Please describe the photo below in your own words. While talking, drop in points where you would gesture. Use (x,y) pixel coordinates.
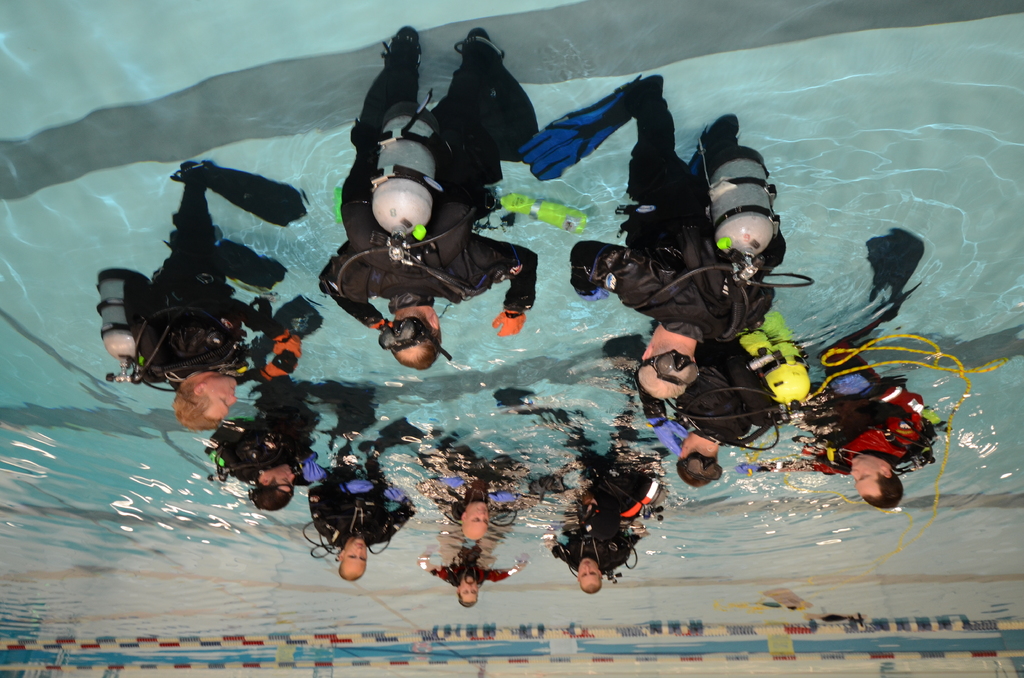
It is an inverted image. In the image there is water (848,312). Inside the water (270,225) there are few people (271,399) with black dress (706,283) and cylinders (419,147) at their back (361,198).
